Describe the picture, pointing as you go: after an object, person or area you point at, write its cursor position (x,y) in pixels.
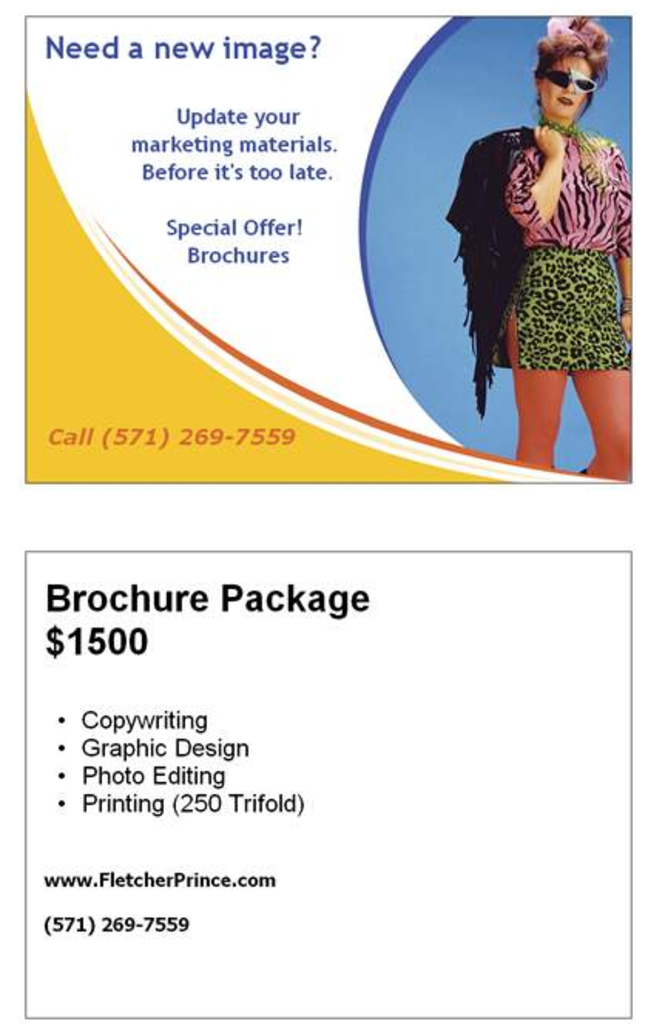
This is a poster. In this picture we can see a woman (515,190) holding a jacket (497,140) and standing.
